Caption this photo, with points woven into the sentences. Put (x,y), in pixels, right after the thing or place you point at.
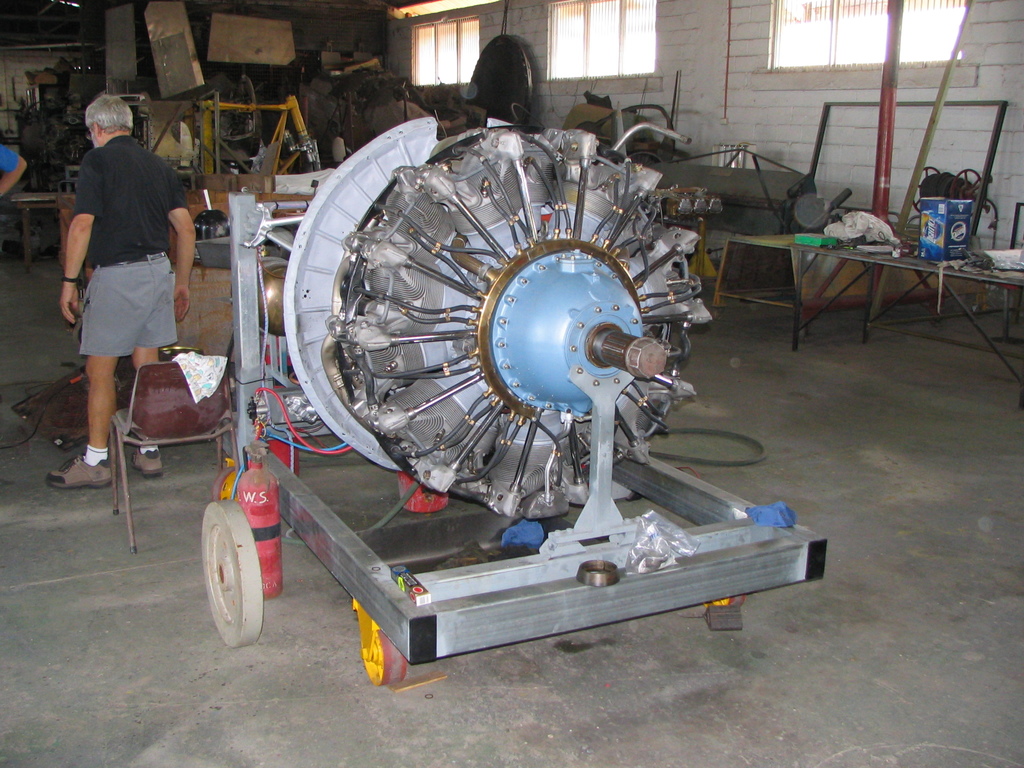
In this image I can see in the middle (361,441) it is the motor (545,316), on the left side (158,314) a man (157,314) is there, he wore black color t-shirt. On the right side (829,34) there are windows (951,34).
